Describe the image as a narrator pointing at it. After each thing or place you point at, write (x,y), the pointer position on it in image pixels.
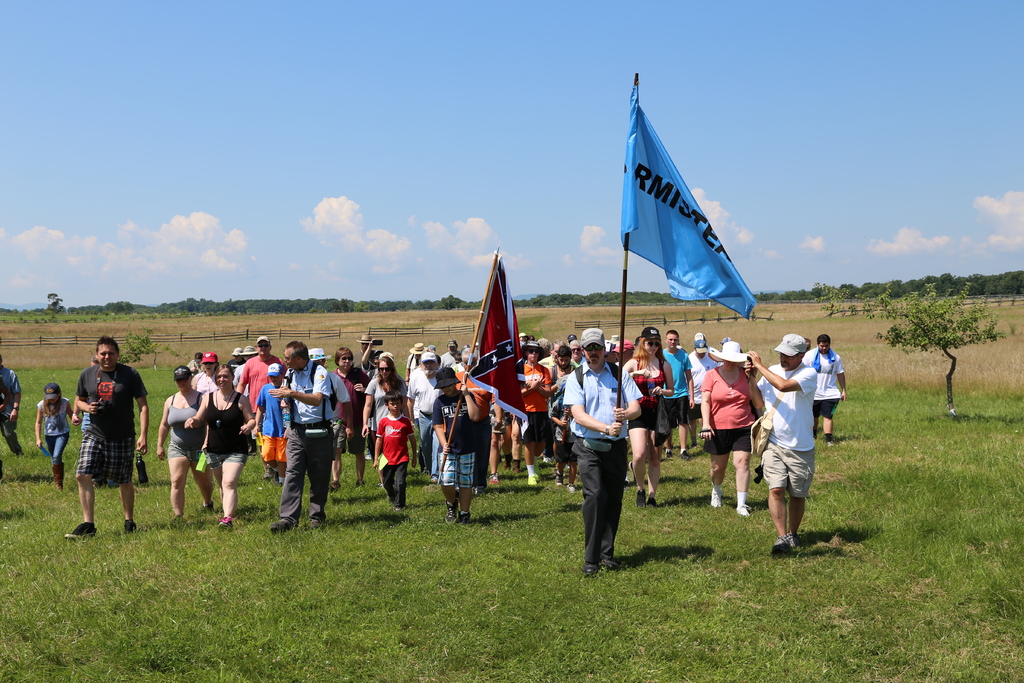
There are people (81,468) walking in the center of the image (429,376) on the grassland (614,313) and some are holding flags (730,285) in their hands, there are trees (222,311), boundary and sky (901,196) in the background area (236,154), there is a tree (956,338) on the right side (952,342).
